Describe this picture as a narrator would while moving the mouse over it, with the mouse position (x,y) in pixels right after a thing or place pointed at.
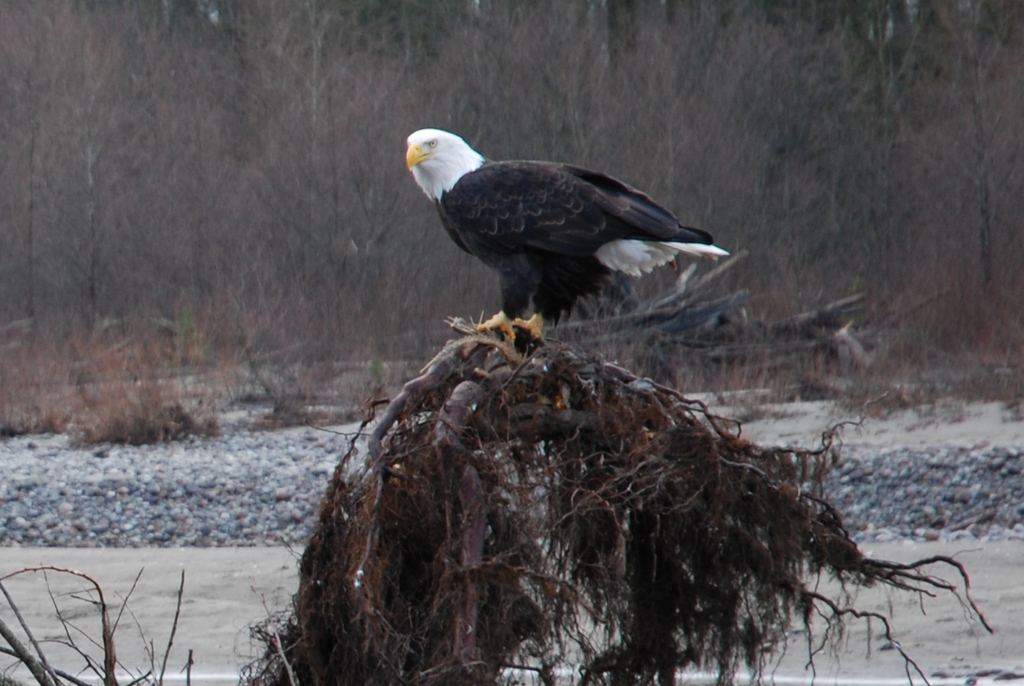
In this picture we can observe an eagle (511,213) which is in white and black color, standing on the branch (437,467) of a tree (451,471). We can observe water (236,585). In the background (112,404) there are some dried plants (226,341) and trees (244,139).
